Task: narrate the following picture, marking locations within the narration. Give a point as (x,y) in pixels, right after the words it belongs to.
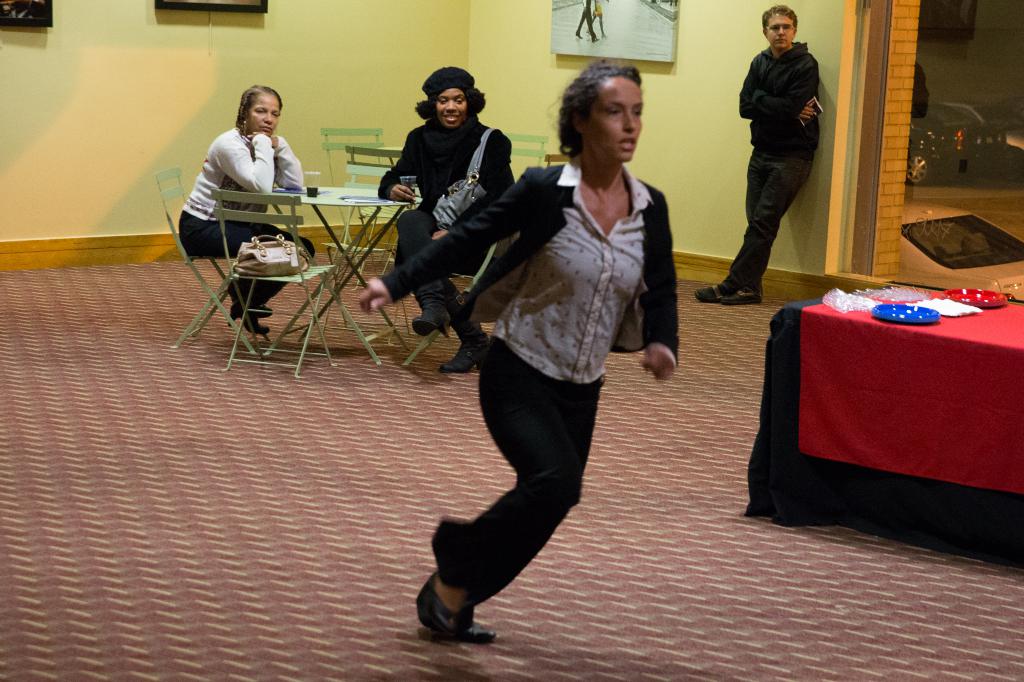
In the center of the image (505,328) we can see a woman (561,293) running on the floor (791,586). In the background (790,72) there is a man (777,71) standing. We can also see two persons (465,121) sitting on the chairs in front of the table (326,194). We can also see the glass of drink (312,193), bag (264,257) and also the frames (38,11) attached to the plain wall (540,116). On the right (870,331) we can see the table (895,329) which is covered with the black and red color clothes (928,336). We can also see the plates (975,298), tissues (941,299) and also the covers (848,303) on the table (936,330). We can also see the glass door (941,88) and through the glass door (956,104) we can see the vehicle (961,167) on the road (954,186).
